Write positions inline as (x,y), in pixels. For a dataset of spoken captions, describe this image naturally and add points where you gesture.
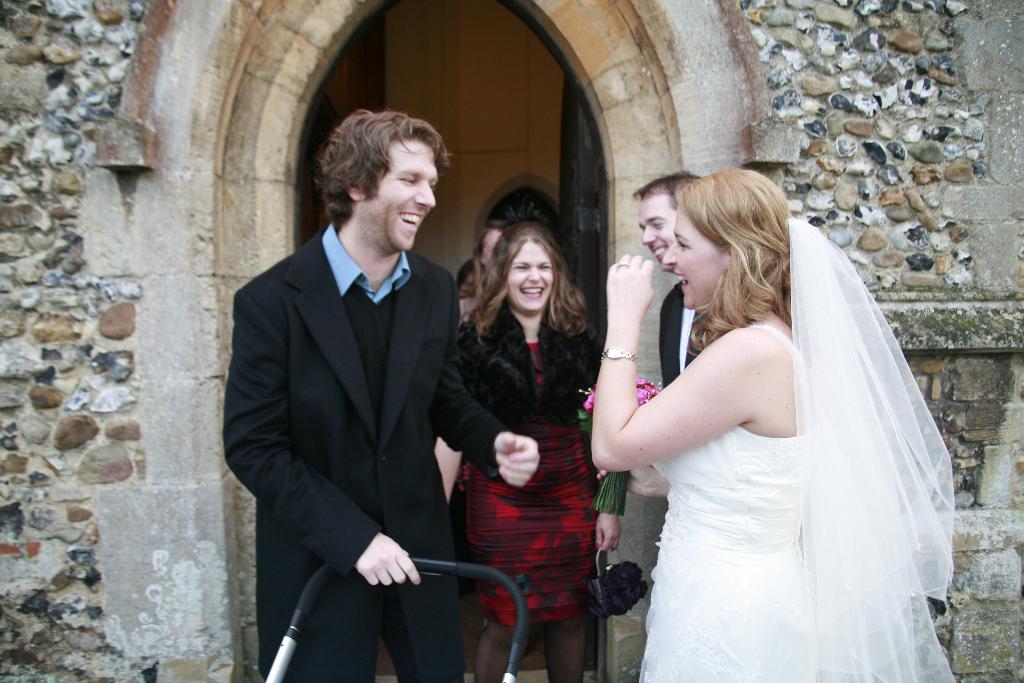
In this image I can see the group of people (494,413) with different color dresses (509,321). I can see one person (621,440) holding the bouquet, and another person (574,593) with bag (617,591) and one more person (338,622) holding the white and black color object (277,652). In the background (78,173) I can see the wall (12,164).
